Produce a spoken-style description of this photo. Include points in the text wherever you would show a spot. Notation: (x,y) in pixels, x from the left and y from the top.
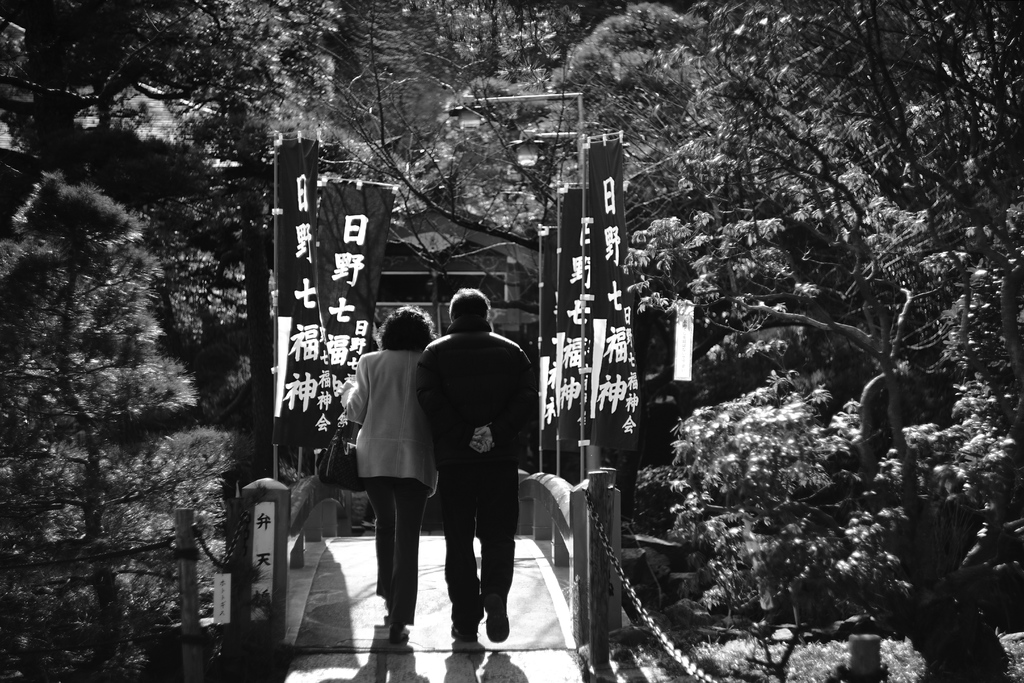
This is an black and white picture. This 2 persons (408,581) are walking on a bridge (512,603). There are number of trees (875,107) surround with this bridge (429,571). This bridge (429,607) has flags (607,369) line by line.
